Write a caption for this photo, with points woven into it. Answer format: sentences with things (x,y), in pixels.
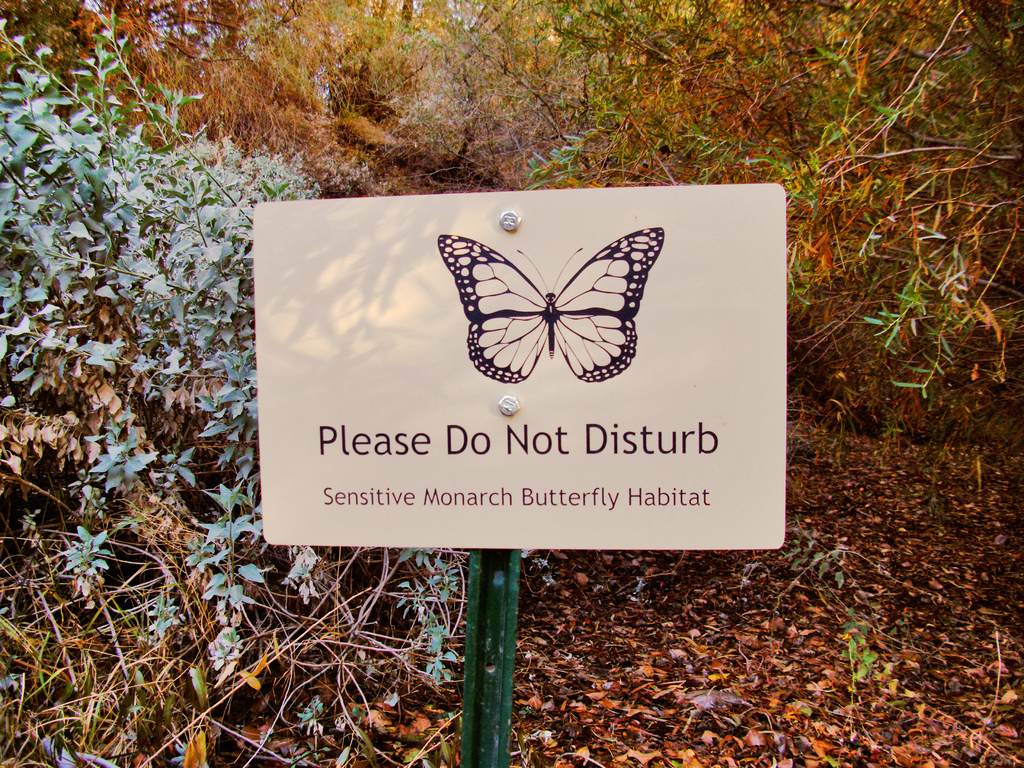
This is the board (497,524), which is attached to the pole (490,557). These are the trees (861,150) and plants (889,335). I can see the dried leaves (833,633) lying on the ground (719,704).
